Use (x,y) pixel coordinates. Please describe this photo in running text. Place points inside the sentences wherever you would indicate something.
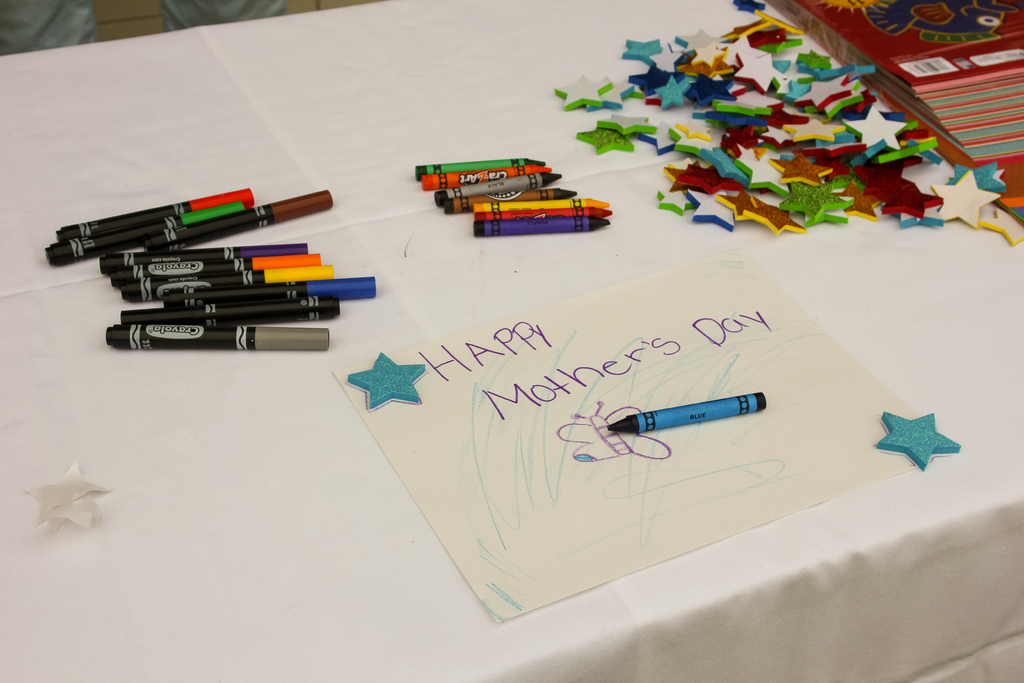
In this image we can see pens (279,296), crayons (485,218), stars (776,113), paper (544,442) and books (987,83) placed on the table (284,444).
